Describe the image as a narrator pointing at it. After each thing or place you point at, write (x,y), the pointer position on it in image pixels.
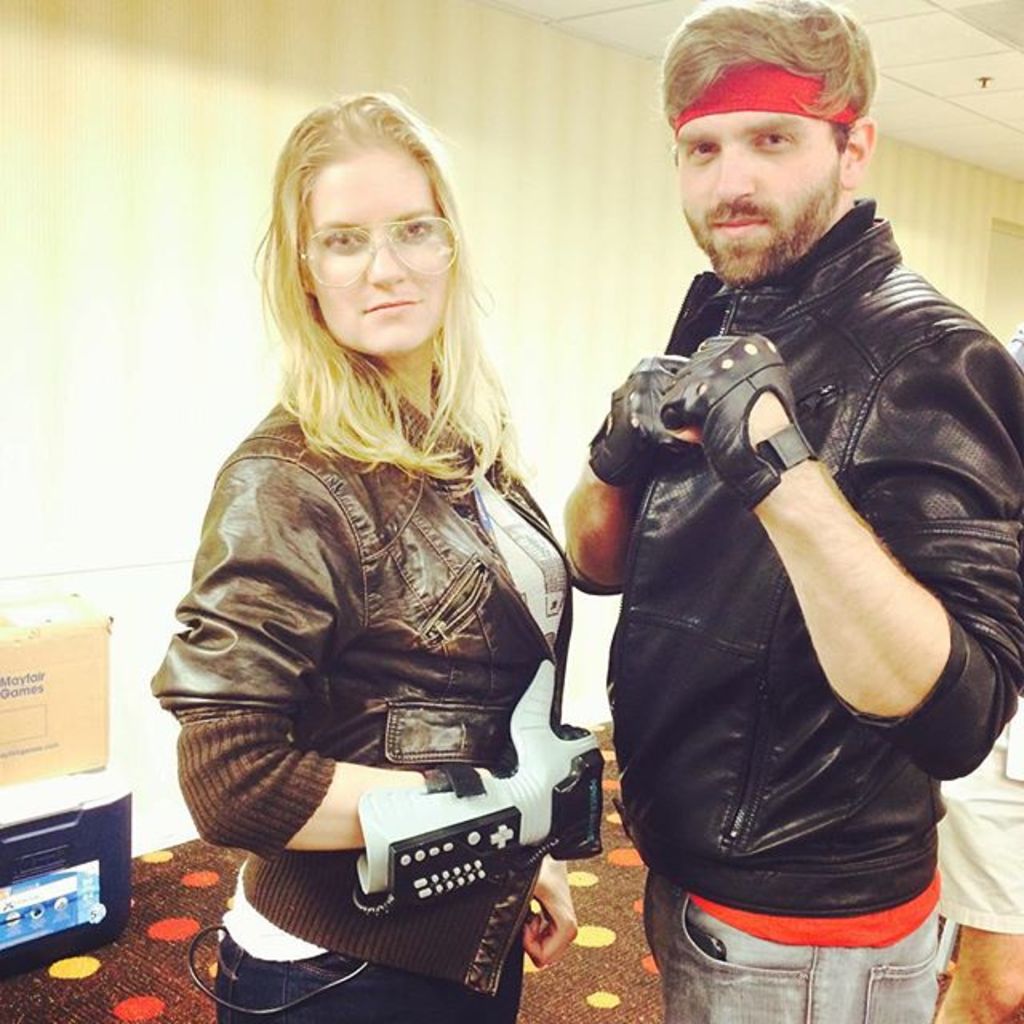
In this image I can see two people (726,219) standing and wearing different color dress (379,506). Back I can see few objects (72,807) on the floor (135,908). I can see a cream wall (331,50).
